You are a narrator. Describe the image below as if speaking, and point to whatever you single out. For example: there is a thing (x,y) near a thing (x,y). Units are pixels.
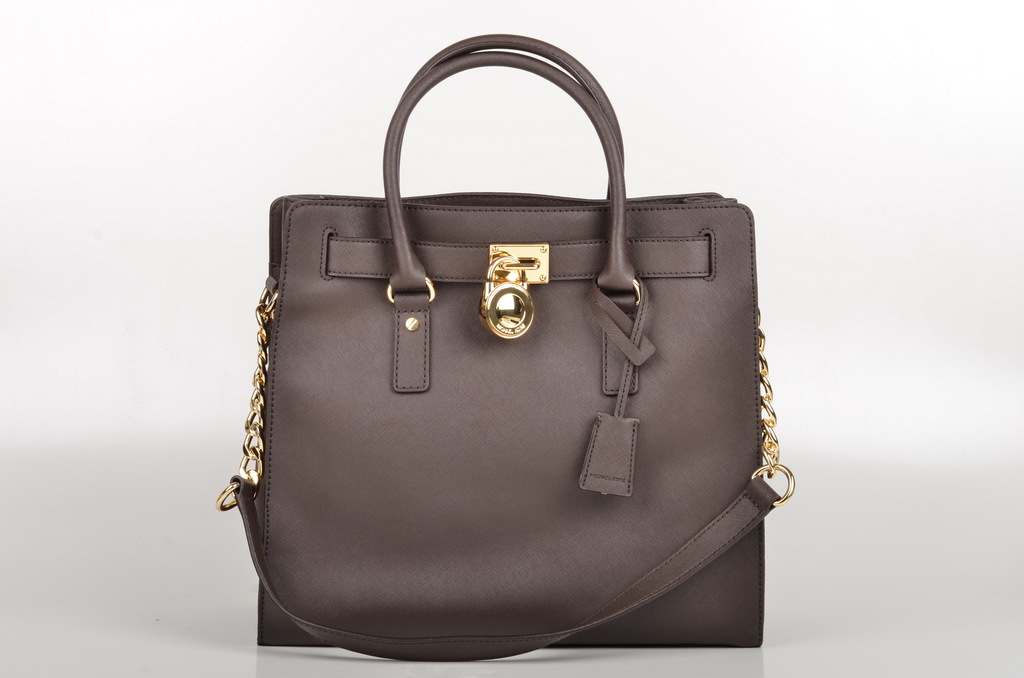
It is a picture of a bag (553,280), hand bag (537,277) there are golden color chains (262,360) on the either side and also a small lock (527,327), the bag (492,360) is of brown color it is placed on a white color table (143,519).
